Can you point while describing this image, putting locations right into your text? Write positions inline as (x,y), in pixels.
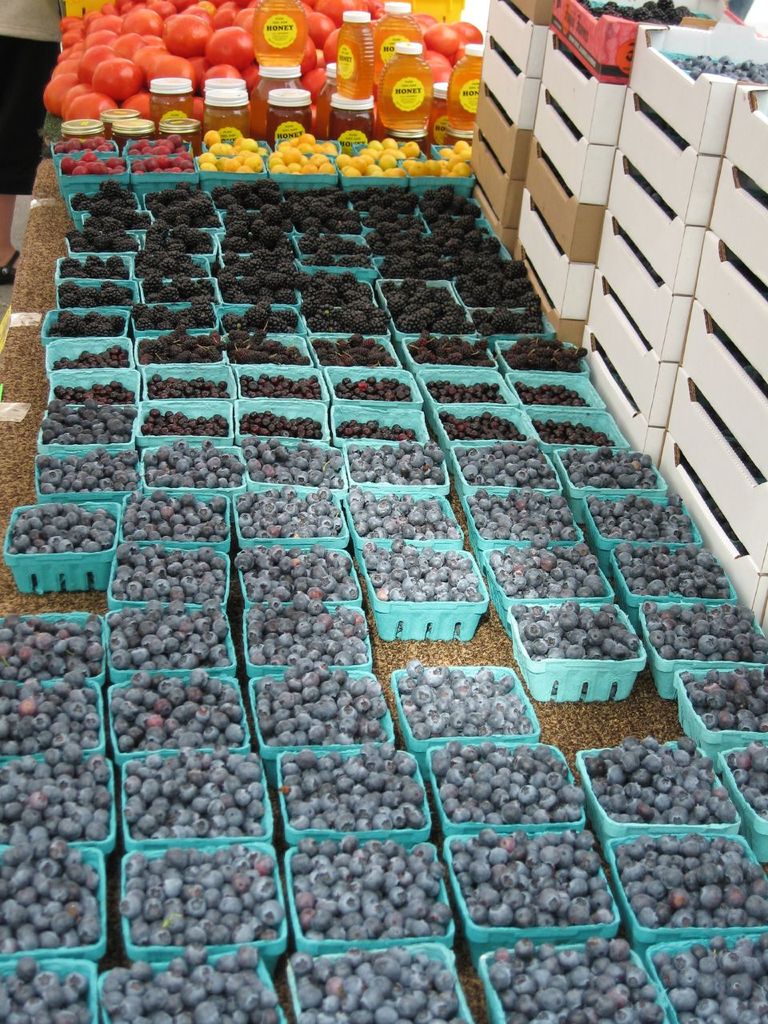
There are many blue color boxes (357,537) with some fruits (283,503). In the back (211,169) there are yellow and red color fruits (208,153) in blue boxes (322,183). Also there are some bottles (333,98). Also some red color fruits (187,49) are there. On the right side (669,149) there are white color boxes (640,226) with fruits (689,60). And a person (41,90) is on the top left corner (16,156).
